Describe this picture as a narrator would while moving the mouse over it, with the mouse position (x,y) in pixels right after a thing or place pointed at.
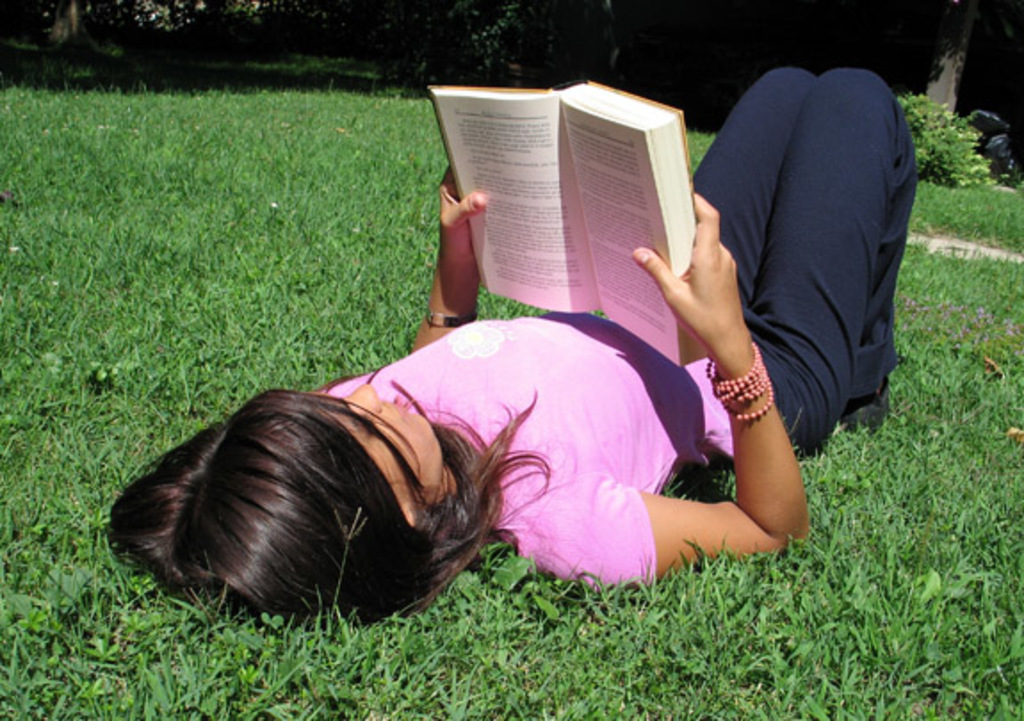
In the picture I can see a woman (752,249) lying down on the grass (769,583) and she is holding a book (495,257) in her hands (711,318).
